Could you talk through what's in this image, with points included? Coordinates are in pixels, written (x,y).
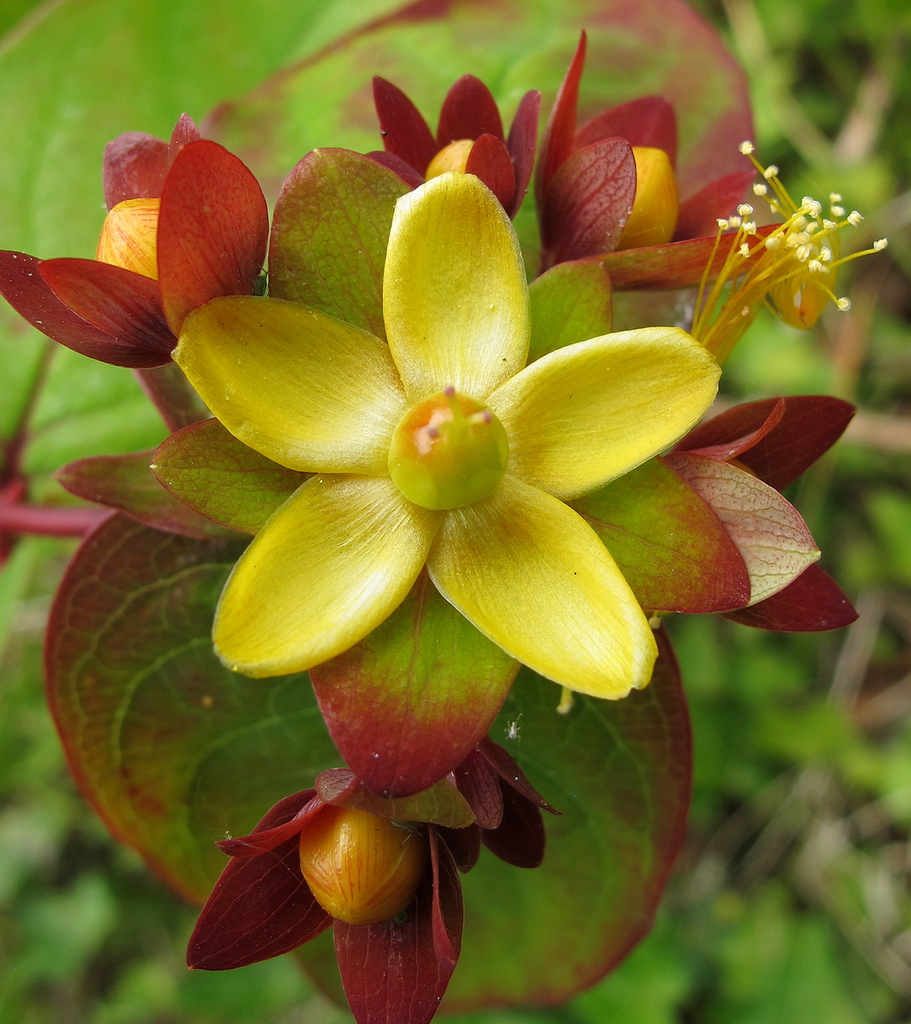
In the center of the image (446,614), we can see some flowers (655,444).
